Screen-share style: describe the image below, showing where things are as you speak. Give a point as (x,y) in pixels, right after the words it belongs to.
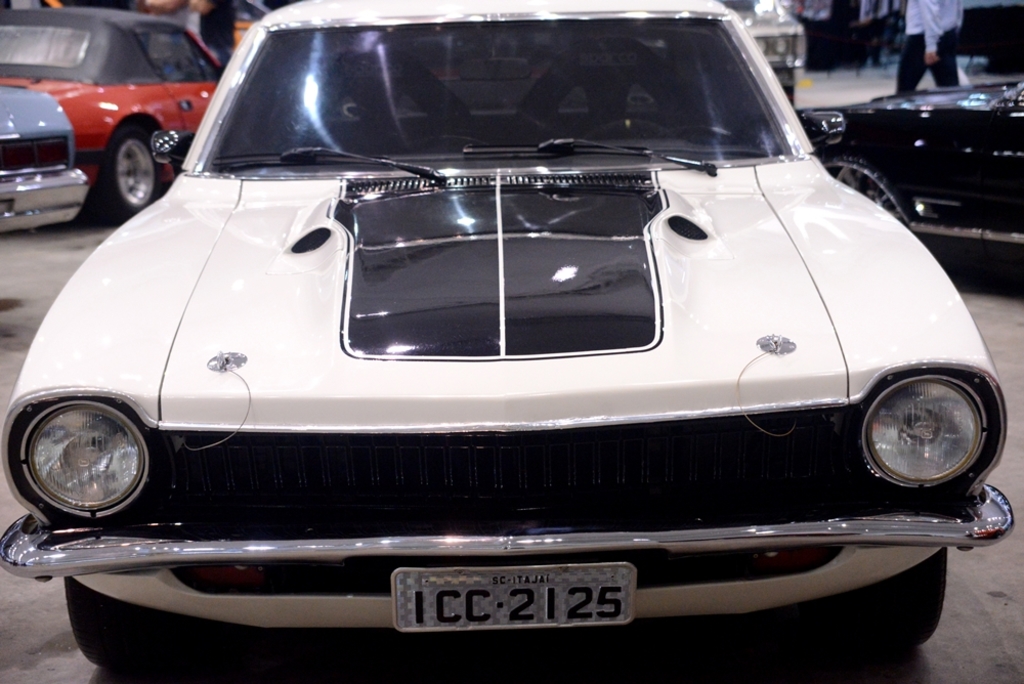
In this picture there is a car (457,326) in the center of the image (501,340), which is white in color and there are other cars (885,121) and people (223,58) in the background area of the image (141,100).
